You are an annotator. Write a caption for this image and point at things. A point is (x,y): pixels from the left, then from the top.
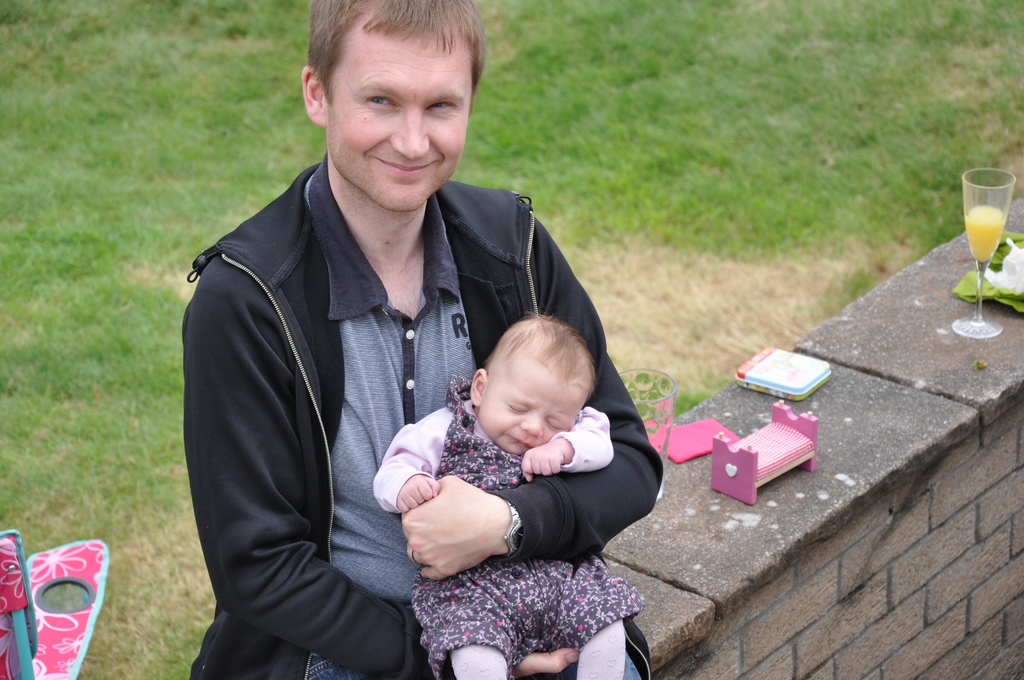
In this image I can see two people (473,605) with different color dresses (346,545). To the side of these people (476,507) I can see the glasses (663,399), box (753,385) and some objects (772,469). To the left (40,672) I can see the pink and blue color object (46,642). In the background (246,174) I can see the grass (289,104).
